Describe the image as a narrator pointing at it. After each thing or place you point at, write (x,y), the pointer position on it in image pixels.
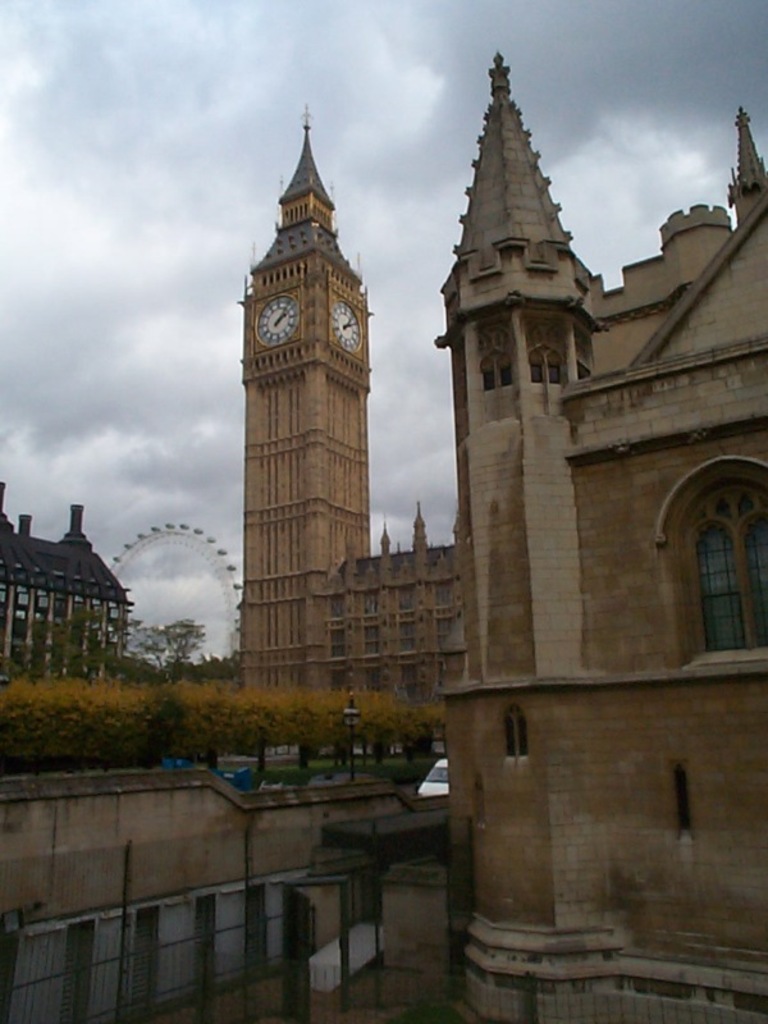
In this image I can see buildings (327,667). There is a clock tower (245,638), ferris wheel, fencing (46,976) and there are trees (332,699). In the background (237,368) there is sky (204,401).
